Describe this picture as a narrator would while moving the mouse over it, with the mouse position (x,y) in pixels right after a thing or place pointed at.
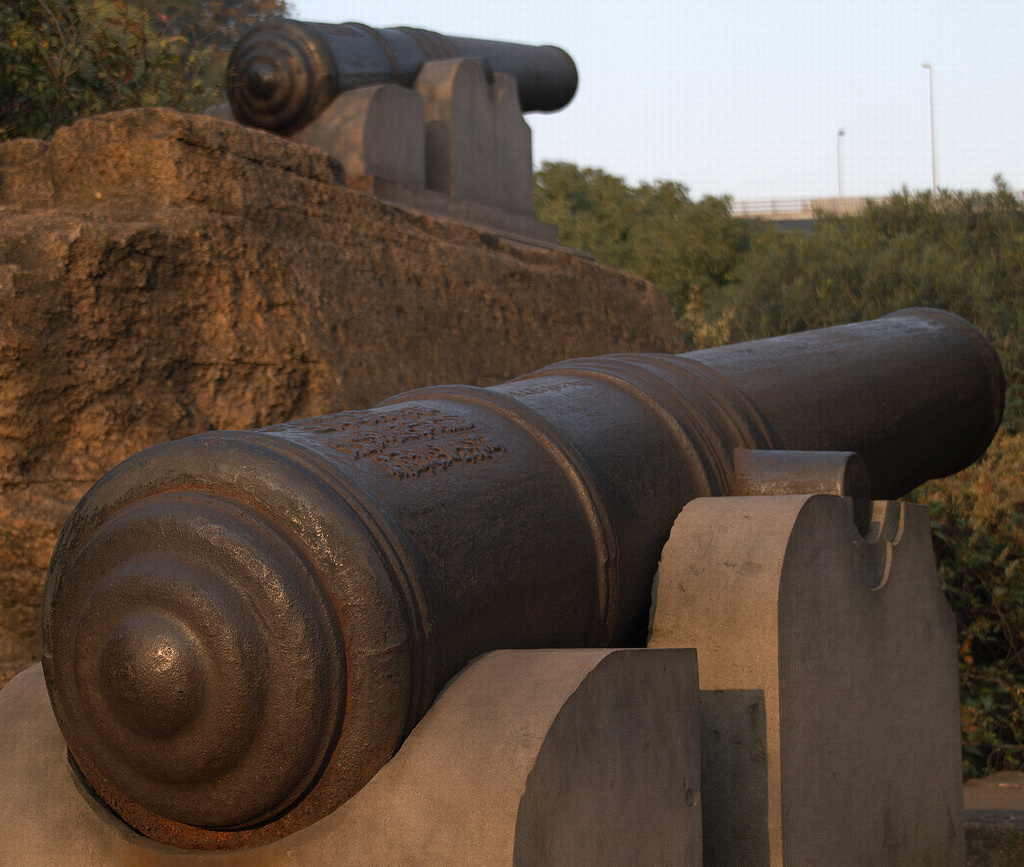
In this image we can see sculptures (99,543), rocks (80,264), trees (814,295), poles (930,85), also we can see the sky (773,128).
